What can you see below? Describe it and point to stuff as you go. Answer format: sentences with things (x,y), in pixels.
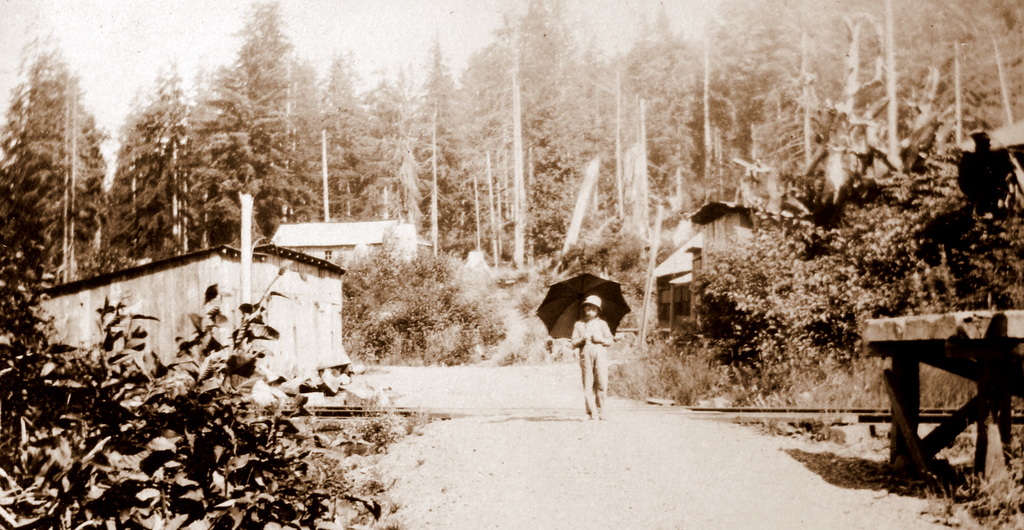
In the picture I can see trees (650,194), houses (322,286), poles (243,301) and a person (591,344) is holding an umbrella (576,319). This picture is black and white in color. Here I can see a railway track (439,416), road (467,403) and plants (245,402). In the background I can see the sky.
